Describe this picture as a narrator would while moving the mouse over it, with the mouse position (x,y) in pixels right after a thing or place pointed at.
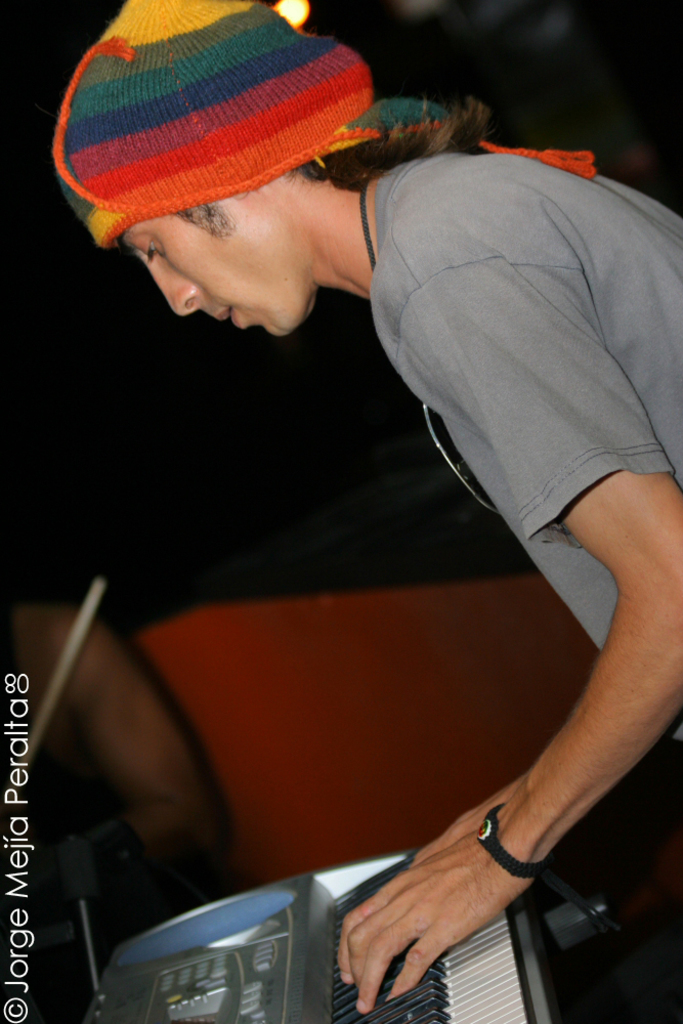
In the foreground of this image (336,186), on the right (569,420), there is a man (423,244) standing and wearing a cap (213,133) on his head (202,250) and he is playing a keyboard (296,965). In the background (194,742), there is a man (61,645), a black and an orange background (284,699).
